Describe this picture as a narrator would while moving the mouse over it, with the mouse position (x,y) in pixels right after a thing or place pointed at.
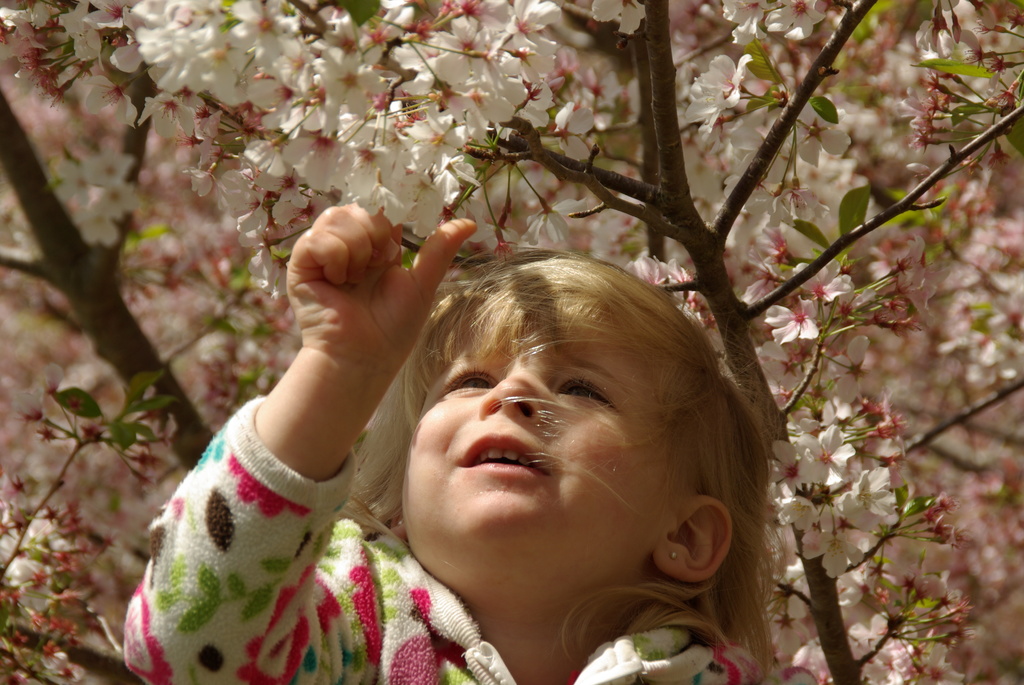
In this image there is a girl (393,578) who is trying to pluck the flowers (406,198) which are in front of her. In the background (663,246) there is a flower plant (746,203).
